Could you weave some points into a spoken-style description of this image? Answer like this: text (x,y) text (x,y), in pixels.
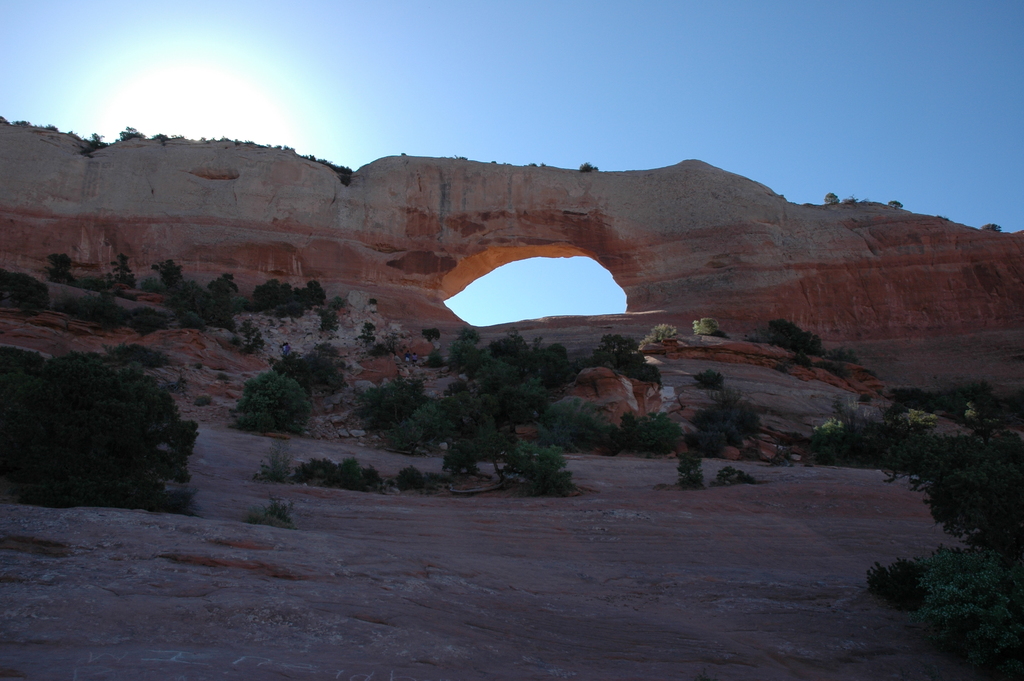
In the background of this image (639,259), there is a hole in the rock (551,244) and on bottom of the picture (555,456), there are plants (494,442) on the surface (528,580) and on the top (787,150), there is a shade (198,79) of the sun (216,84) and the sky (614,70).
